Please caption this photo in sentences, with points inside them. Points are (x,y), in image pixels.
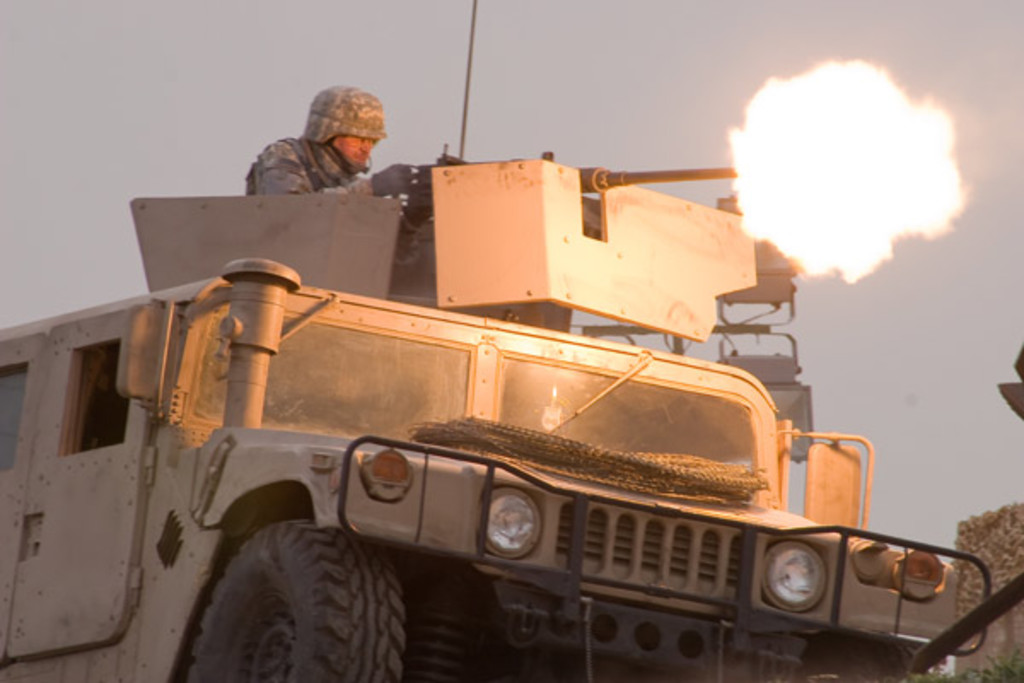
In this picture there is a person (360,116) standing on the vehicle (259,356) and holding the object (421,177). On the right side of the image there is a fire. At the top (1008,193) there is sky (49,106). At the bottom (945,675) there are plants (1012,672).
